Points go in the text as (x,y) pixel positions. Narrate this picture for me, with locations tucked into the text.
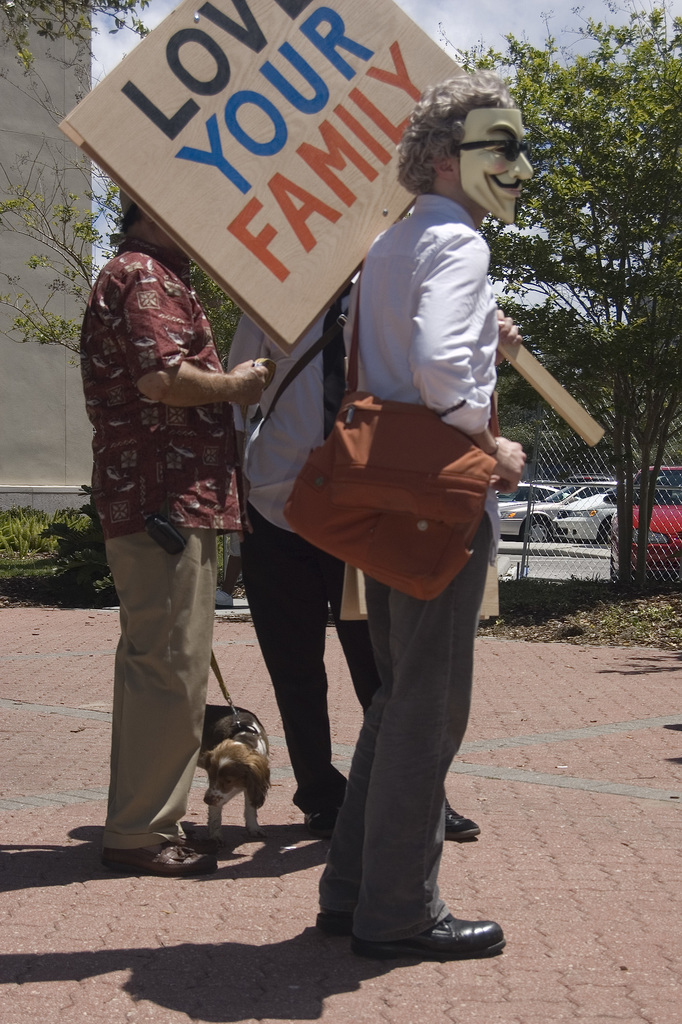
In this image there are the three persons (142,638) standing on the road (205,892) and first person (452,275) wearing a white color shirt (449,347) and also wearing a mask (488,197) and maroon color bag (389,455). And on the left side (168,426) a person (153,433) standing wearing a maroon color shirt (145,310), and first person (457,291) holding a hoarding board (195,122). on the hoarding board (205,52) some text (262,142) written. there is a dog (240,773) stand beside him. And there are some trees (609,177) on the back ground (634,271), and there is a fence (613,520) and back side of the fence (559,525) there are some cars (568,503) visible and there is a sky (473,17) visible.
